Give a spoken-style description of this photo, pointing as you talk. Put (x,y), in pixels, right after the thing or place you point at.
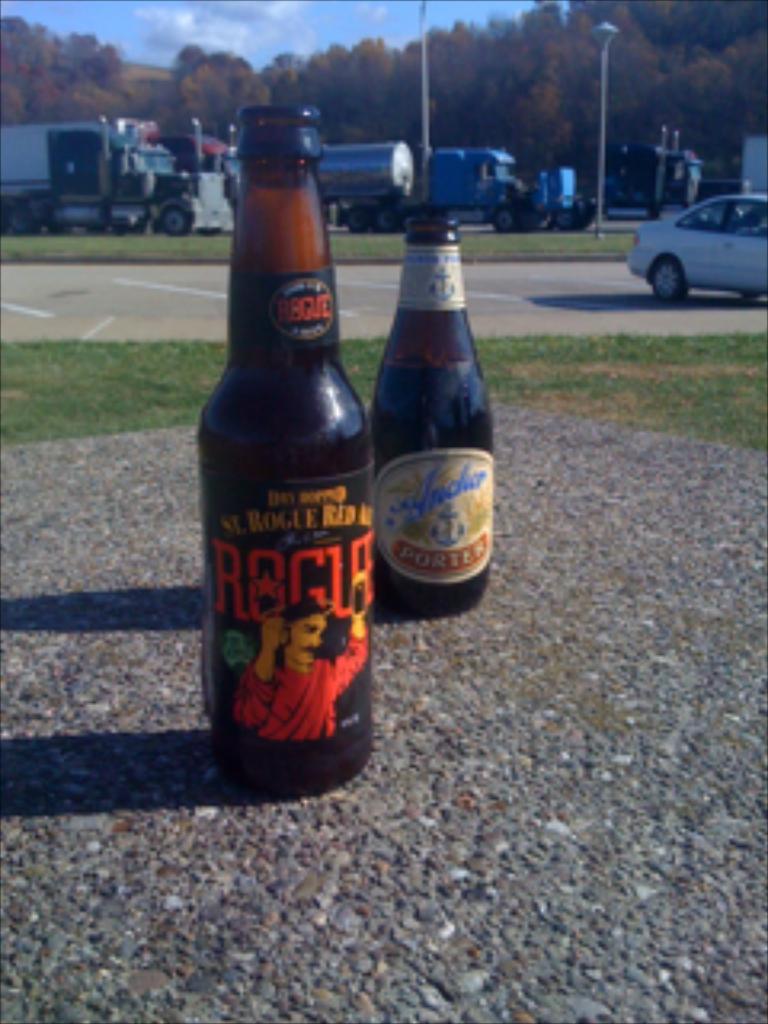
In the foreground (449,522) I can see two bottles (359,710) on a surface (649,667). I can see the road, grass (618,418) and vehicles (455,178). In the background (643,105) I can see trees (576,105), light poles (426,109) and the sky (131,54). This image is taken may be during a day.
